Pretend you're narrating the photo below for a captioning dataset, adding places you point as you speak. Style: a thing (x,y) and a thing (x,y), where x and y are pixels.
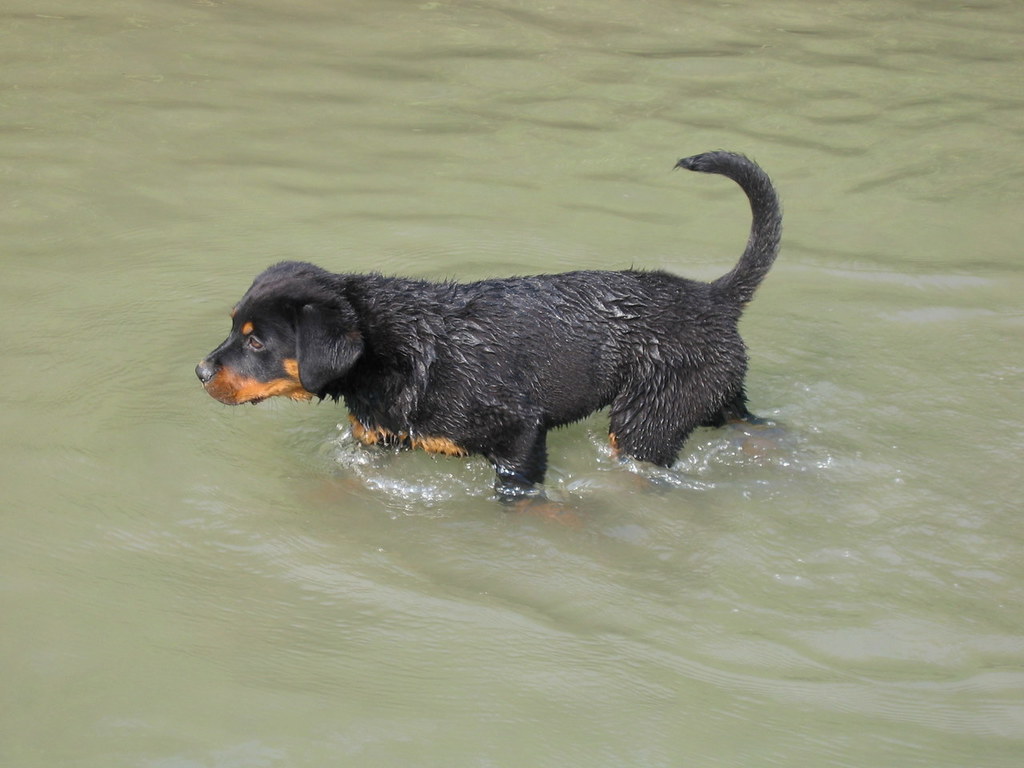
In this image I can see the dog (454,364) which is in black and brown color. It is in the water (502,502).
